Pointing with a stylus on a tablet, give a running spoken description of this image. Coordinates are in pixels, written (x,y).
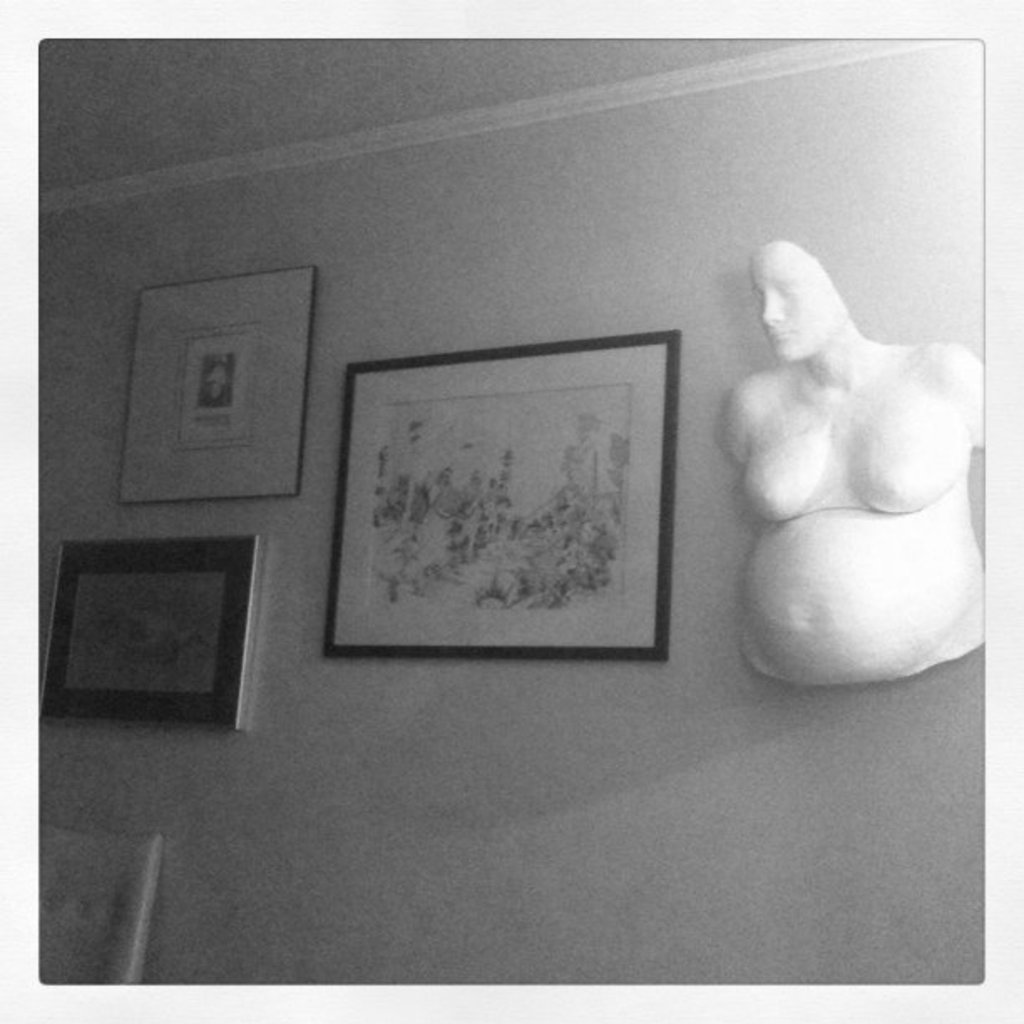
Here there are photo frames (480,577) on the wall (745,780).
